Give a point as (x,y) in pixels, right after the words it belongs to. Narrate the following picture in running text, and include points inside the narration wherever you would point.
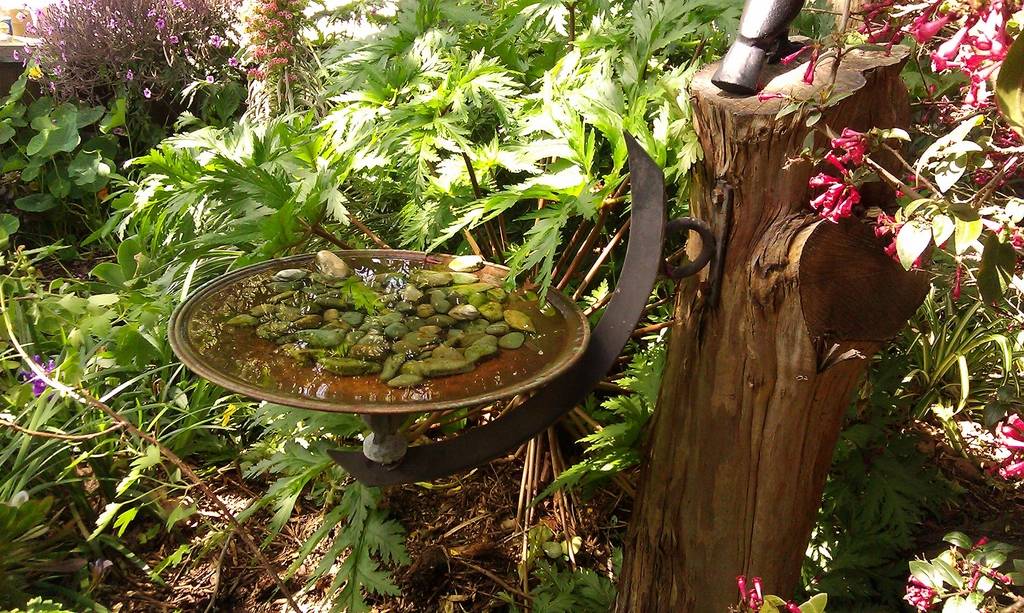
These are the plants (185,184) with leaves (229,165), branches (912,190) and colorful flowers (219,39). This looks like a tree trunk (744,283). I can see a plate (351,311) filled with water (503,375) and small rocks (410,335).
